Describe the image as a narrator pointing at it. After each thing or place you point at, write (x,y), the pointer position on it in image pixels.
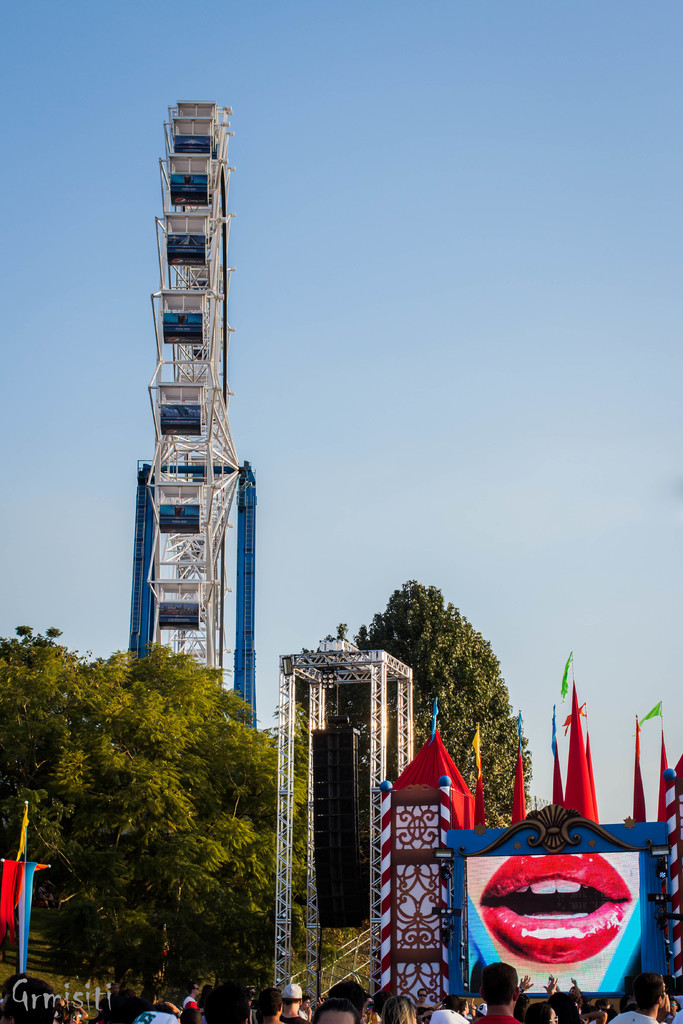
In this image there is a giant wheel (145,588), poles (373,656), screen (494,921) lips (531,946) of a person (598,909), flags (590,775), people (350,990) and objects (429,779). In the background of the image (531,718) there is the sky (521,218). At the bottom left side of the image (90,1009) there is a watermark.
